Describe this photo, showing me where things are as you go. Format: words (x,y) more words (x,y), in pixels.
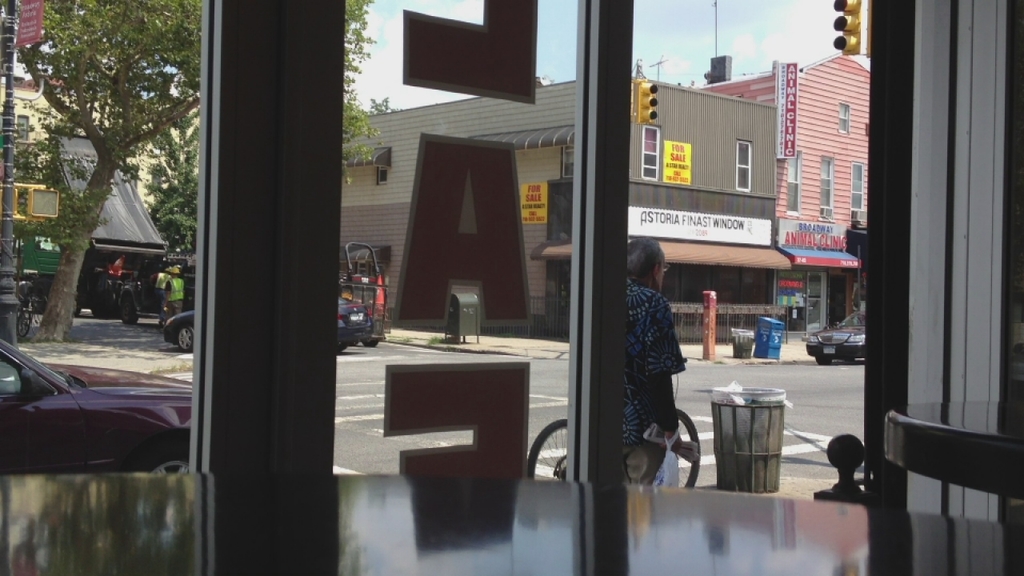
In this image we can see glass windows (649,272) and tables (643,533). Through the glass window (525,176) we can see buildings (683,107), traffic lights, vehicles (344,318), trees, dustbins (763,443), boards (791,137) and sky (783,44).
